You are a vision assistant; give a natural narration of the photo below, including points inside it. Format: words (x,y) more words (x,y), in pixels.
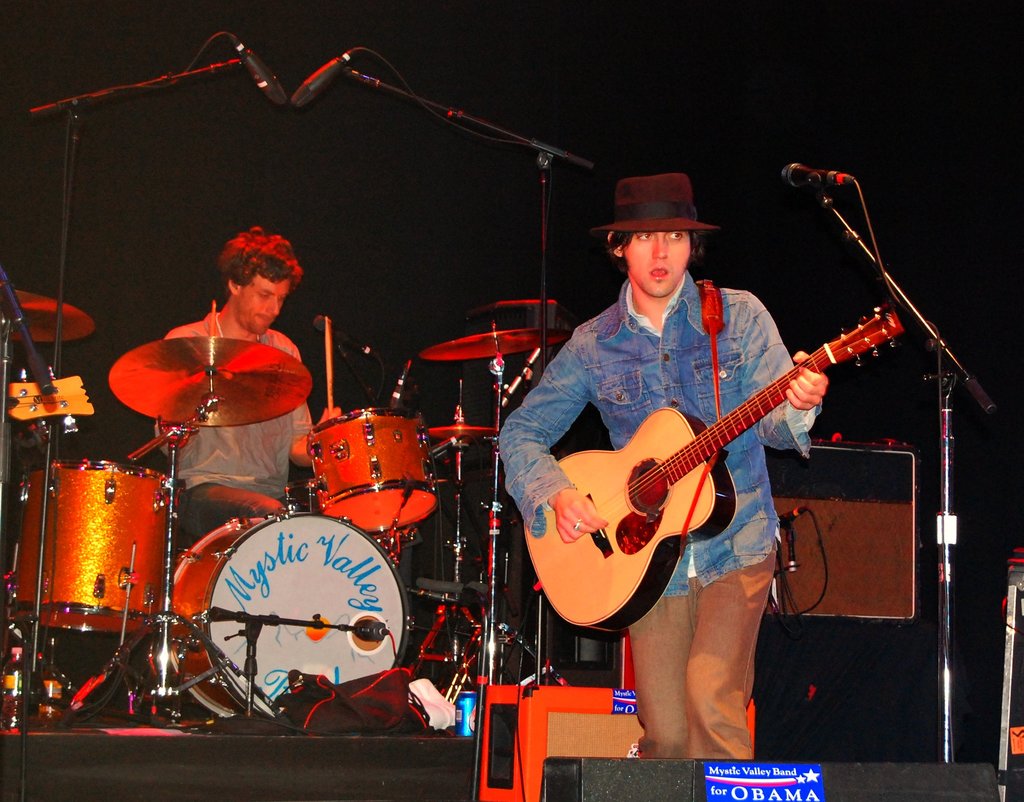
This picture is clicked in a musical concert. Man (679,658) on the right side of the picture (714,377) wearing blue jacket (657,383) is holding guitar (716,514) in his hands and playing it. In front of him, we see microphone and I think he is singing song on microphone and beside him, we see man (276,440) in grey t-shirt (276,440) who is sitting on chair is playing drums (362,522).
